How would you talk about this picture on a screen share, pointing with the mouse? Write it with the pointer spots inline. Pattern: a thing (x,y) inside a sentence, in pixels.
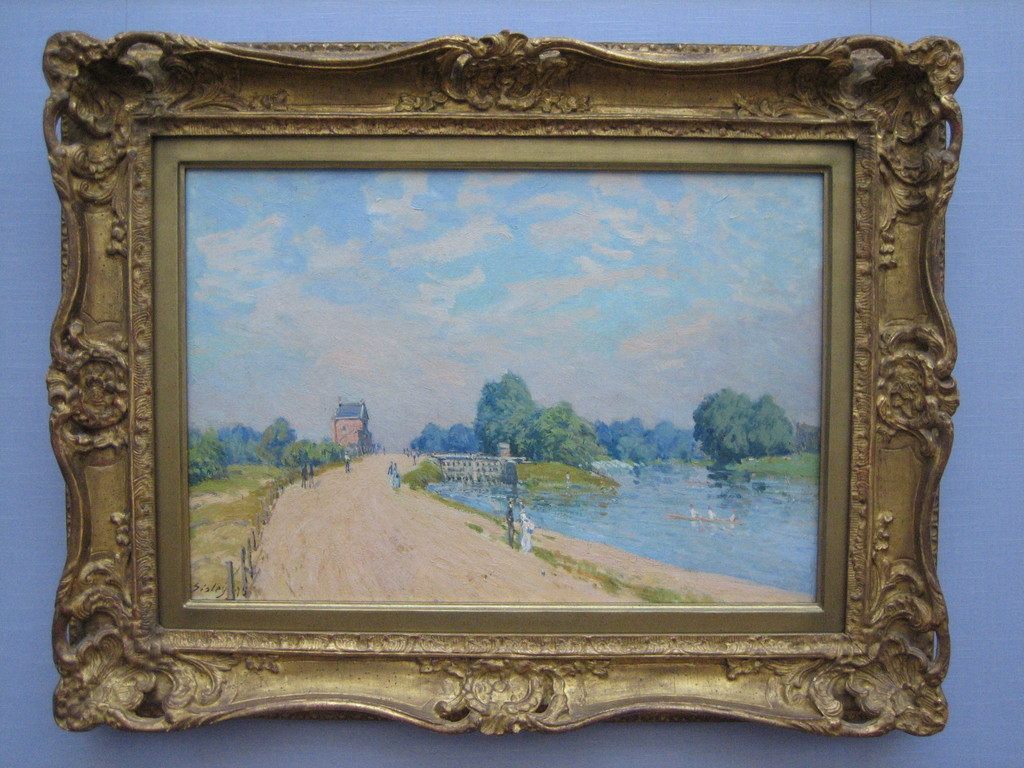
In this picture there is a painting frame (897,466) which is placed on the wall (961,237). In the painting (458,326) I can see the sky (538,300), clouds (366,363), trees (770,443), building (340,436), fencing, farmland (223,516), boat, water (751,500), grass (785,456) and plants (597,481).
